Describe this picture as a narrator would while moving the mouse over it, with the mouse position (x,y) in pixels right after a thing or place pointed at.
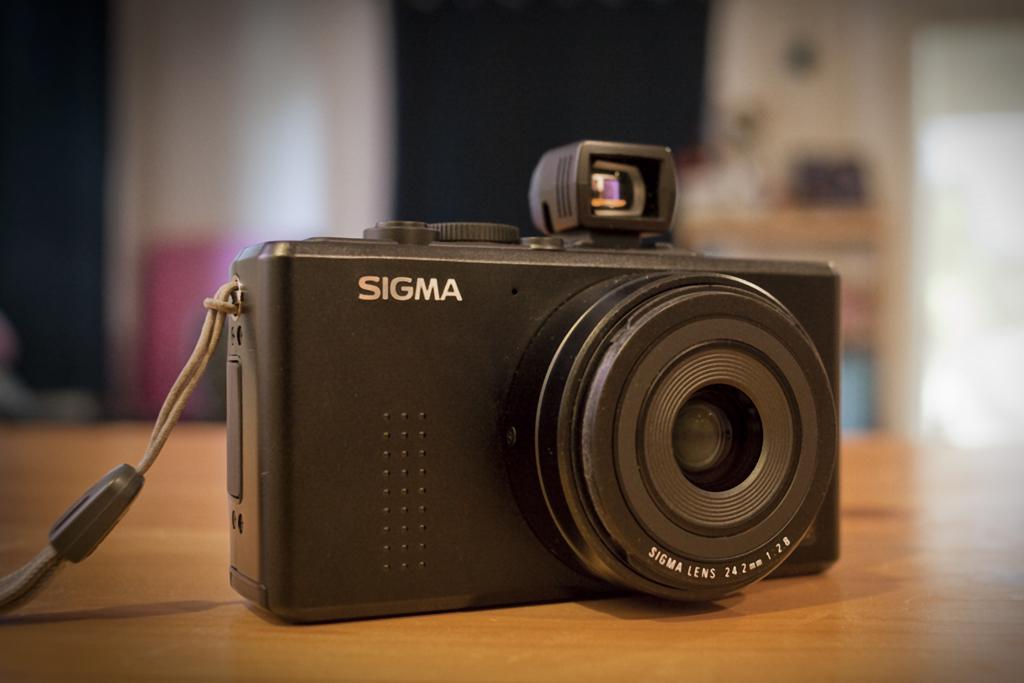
In this image there is a camera (491,331) on a wooden table (628,671). There is text (686,563) on the camera (548,418). The background (602,32) is blurry.
